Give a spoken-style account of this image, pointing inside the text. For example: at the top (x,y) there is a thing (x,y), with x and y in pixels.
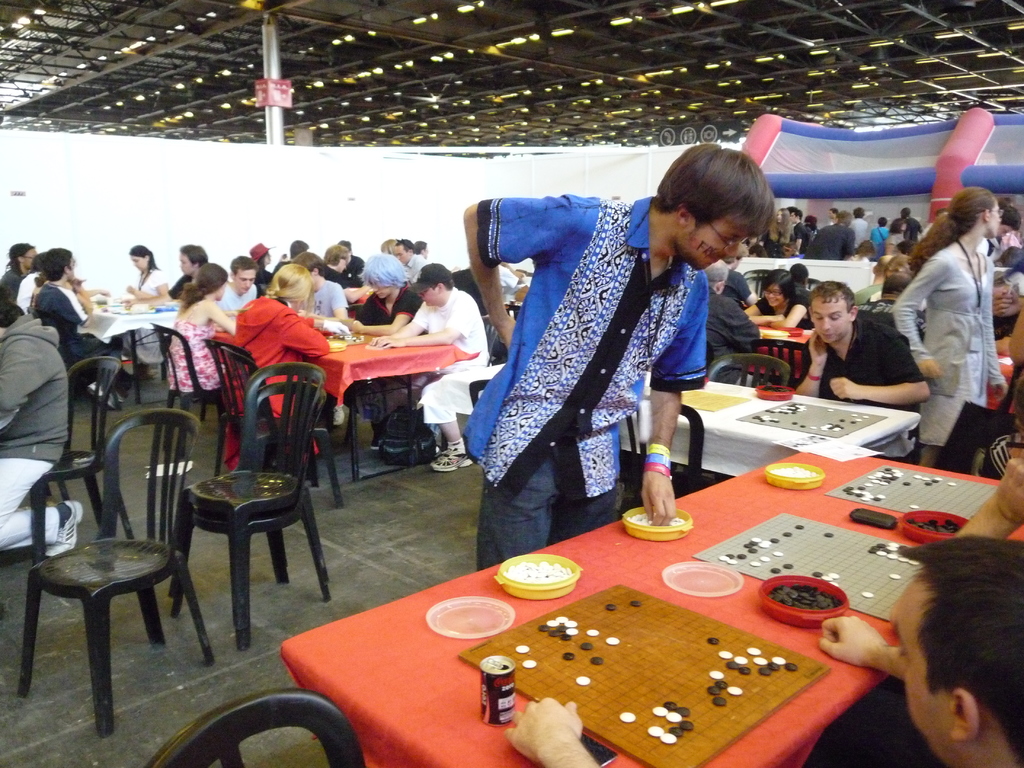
In this picture I can see number of people (380,285) are sitting and few of them (516,459) are standing. Here I can see number of tables (710,442).
